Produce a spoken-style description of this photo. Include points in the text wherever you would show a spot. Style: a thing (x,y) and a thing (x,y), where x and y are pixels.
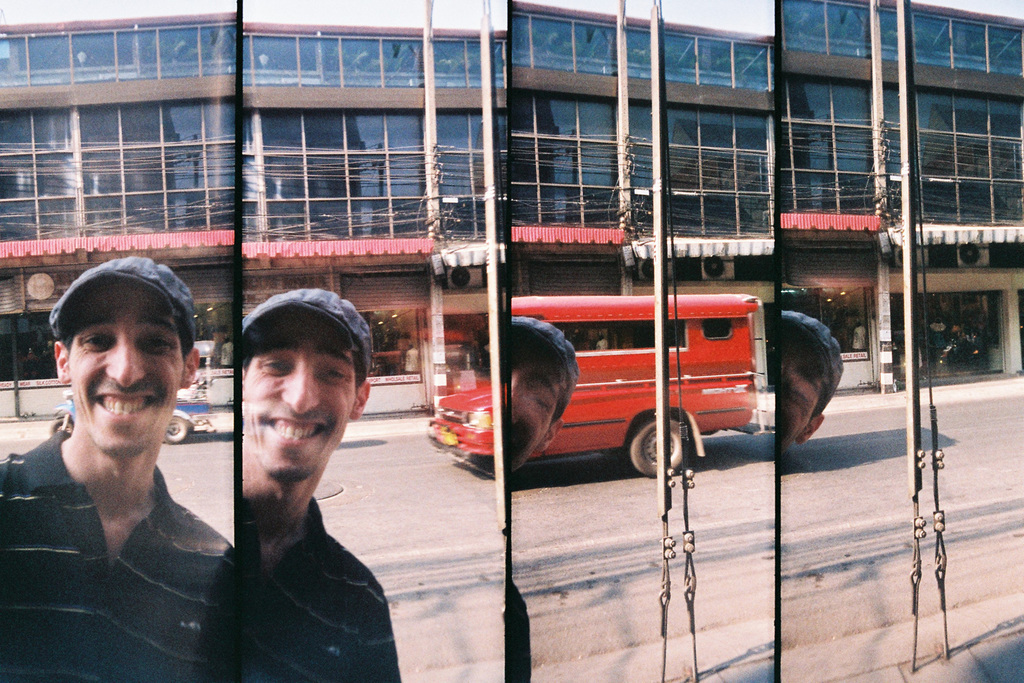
I see this is a collage picture and I see a man (259,373) who is smiling and in the background (449,485) I see the road (425,452) on which there are vehicles (463,423) and I see the buildings (441,160).
